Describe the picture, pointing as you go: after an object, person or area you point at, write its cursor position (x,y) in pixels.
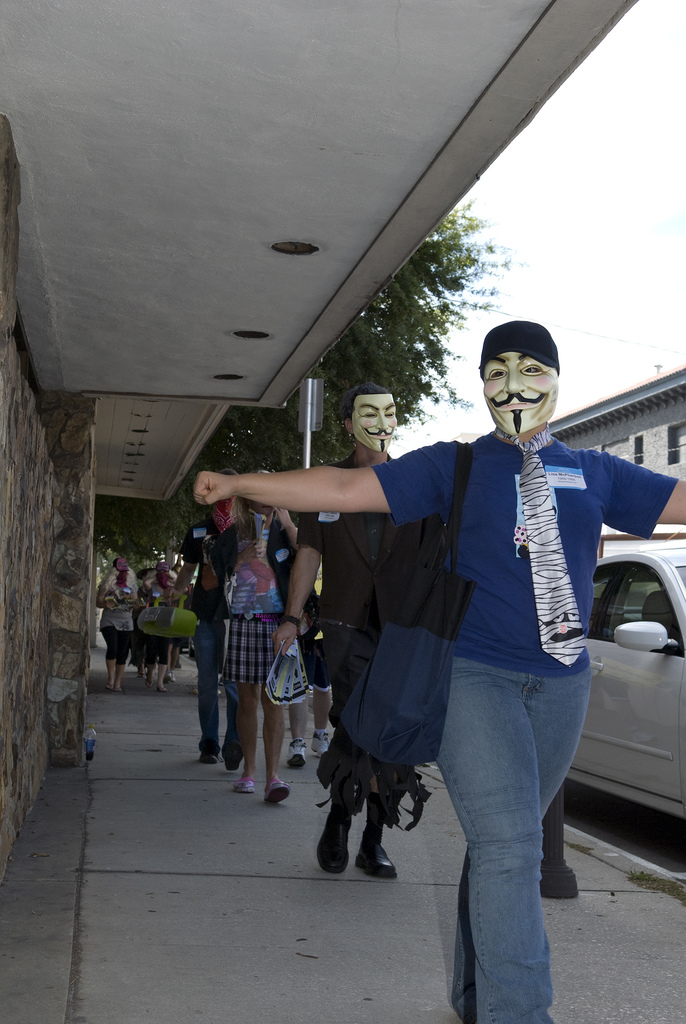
In this picture, we see two men (478,556) wearing the face masks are walking on the footpath (449,833). Behind them, we see people (257,650) are walking on the footpath (184,673). On the right side (599,596), we see a white car (619,614) and a building (658,459). On the left side (77,577), we see a wall (36,638). There are trees (329,371) and a pole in the background (358,330). At the top (540,235), we see the sky (558,205) and the roof (115,185) of the building (187,181).
